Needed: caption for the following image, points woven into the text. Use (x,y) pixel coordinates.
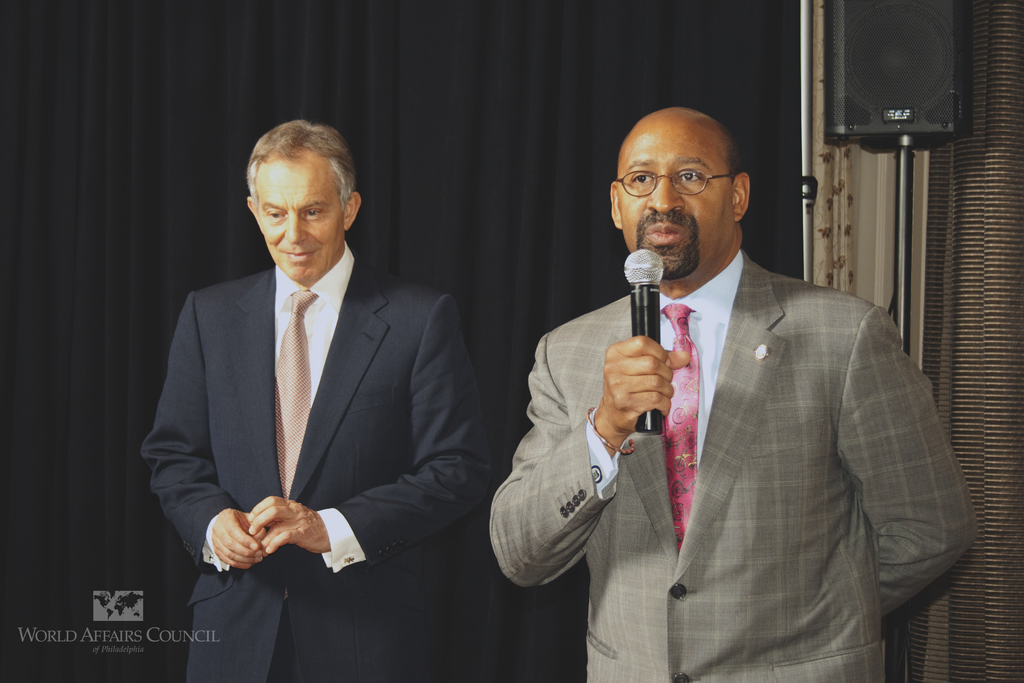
In this image, we can see 2 peoples (422,436) are standing. One person (703,396) is holding microphone (648,304) on his hand (638,379). And he wear bangle (604,438) on his hand (630,406). Here we can see jacket button (678,592). They both are wear tie (682,375), shirt (717,329), and jacket (234,393). One person (561,492) is wearing glasses (700,188). Behind this person (869,349), we can see some rod (903,225) and speaker (888,93). And curtain (957,279). In left side person (343,441), he is seeing something and he was smiling. Behind this person (331,275), we can see some cloth (457,140).
